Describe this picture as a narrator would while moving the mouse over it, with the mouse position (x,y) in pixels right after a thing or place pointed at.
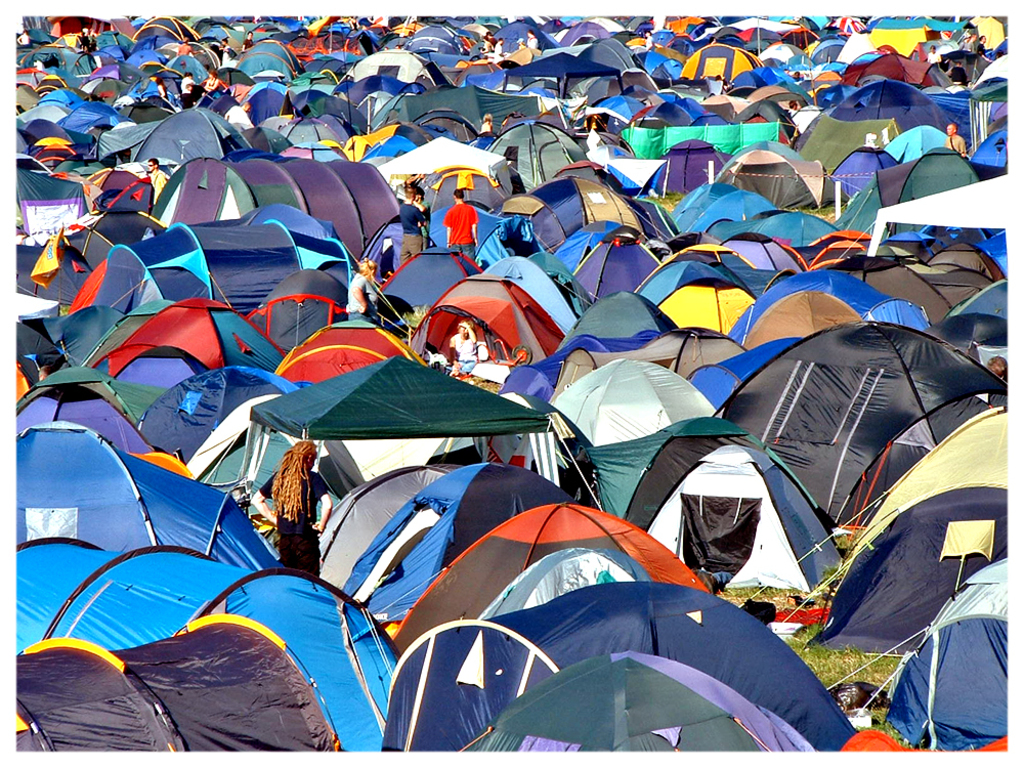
In this image we can see a group of tents (476,506) on the grass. In the center of the image (372,299) we can see some people (361,281) standing.
